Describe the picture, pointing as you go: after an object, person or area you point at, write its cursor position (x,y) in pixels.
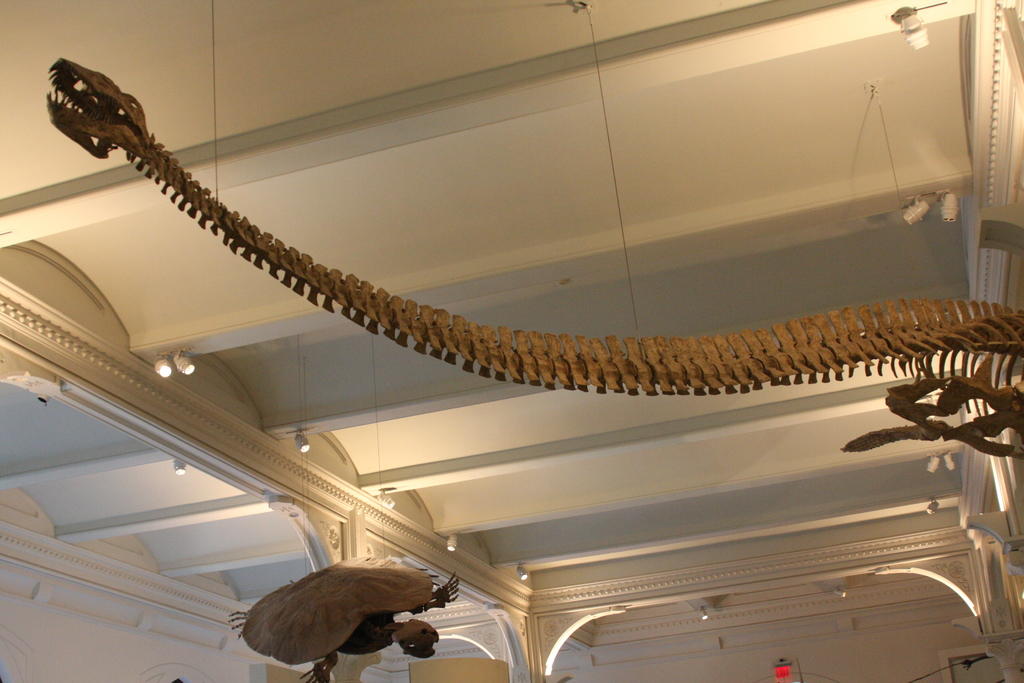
At the bottom of the picture (238,617), we see the skeleton (331,613) of the turtle (290,627). In the middle (498,359), we see the skeleton (947,380) of the dinosaur (887,360). In the background (748,613), we see the pillars (533,658) and a white wall (690,633). We even see a red color light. At the top (383,225), we see the lights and the ceiling (525,319) of the room (401,266). This picture might be clicked in the exhibition hall (763,580).
